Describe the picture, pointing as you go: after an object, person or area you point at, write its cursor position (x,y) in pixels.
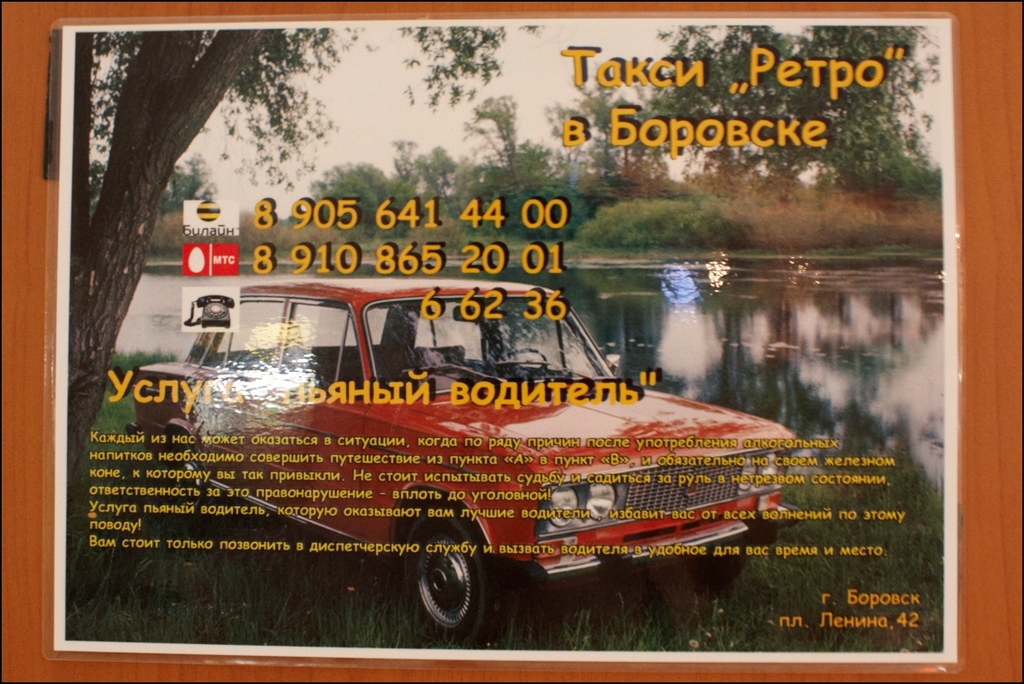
In the image we can see there is a poster (671,333) in which car (494,454) is parked on the grass (838,575), beside there is a lake (785,315) and there are trees (184,47). The ground (381,587) is covered with grass (548,617). On the top of the poster (403,222) there are phone numbers (418,254) written and there is a matter (393,515) written on it.
